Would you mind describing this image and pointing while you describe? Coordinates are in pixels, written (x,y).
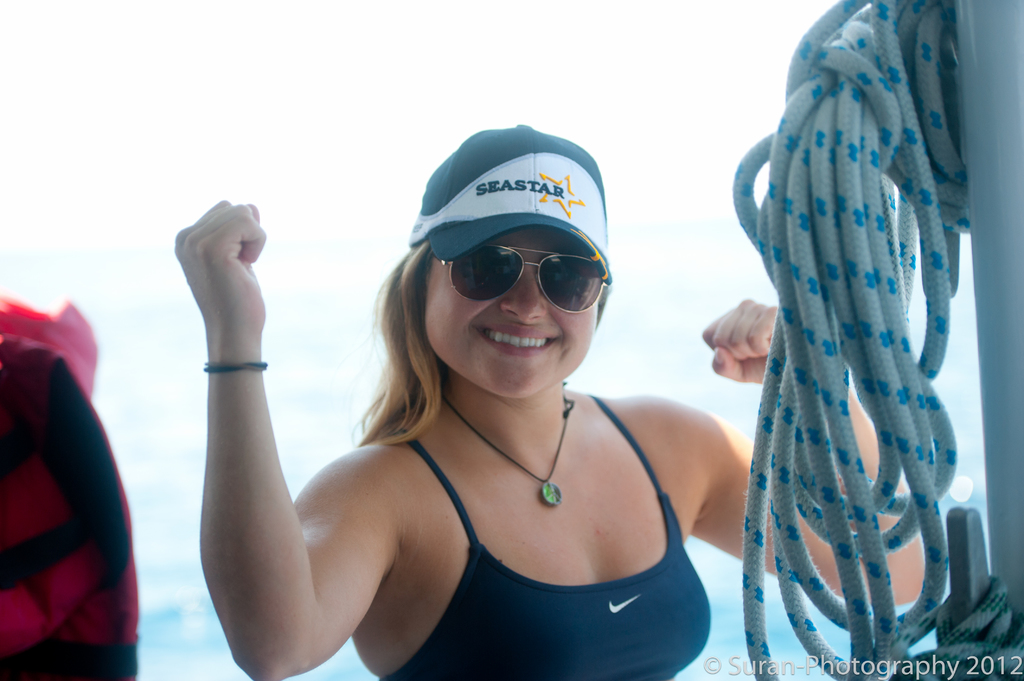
In this image we can see a woman (539,359) standing and smiling. In addition to this we can see sky (235,107), water (769,296) and a rope (928,497) hanged to a pole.
